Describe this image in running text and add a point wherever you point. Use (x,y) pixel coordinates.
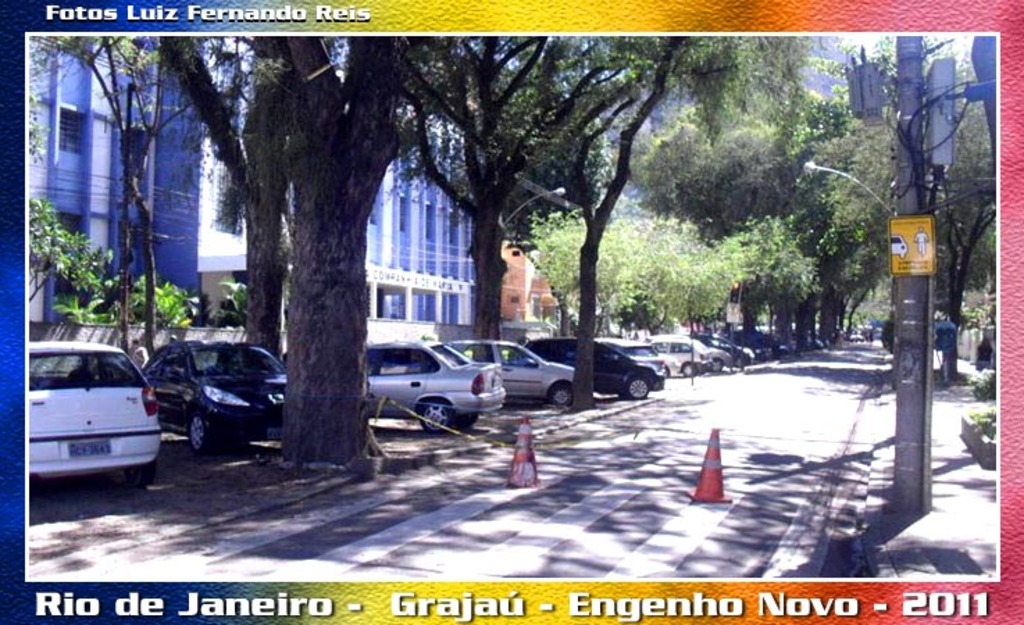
In this image, we can see a poster (351,477). In this poster (439,483), we can see vehicles (165,367), trees (318,384), buildings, poles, traffic cones (705,479), road (616,507), plants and few things (135,328). Here we can see a person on the right side of the image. At the bottom (449,603) and top of the image (171,17), we can see some text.
